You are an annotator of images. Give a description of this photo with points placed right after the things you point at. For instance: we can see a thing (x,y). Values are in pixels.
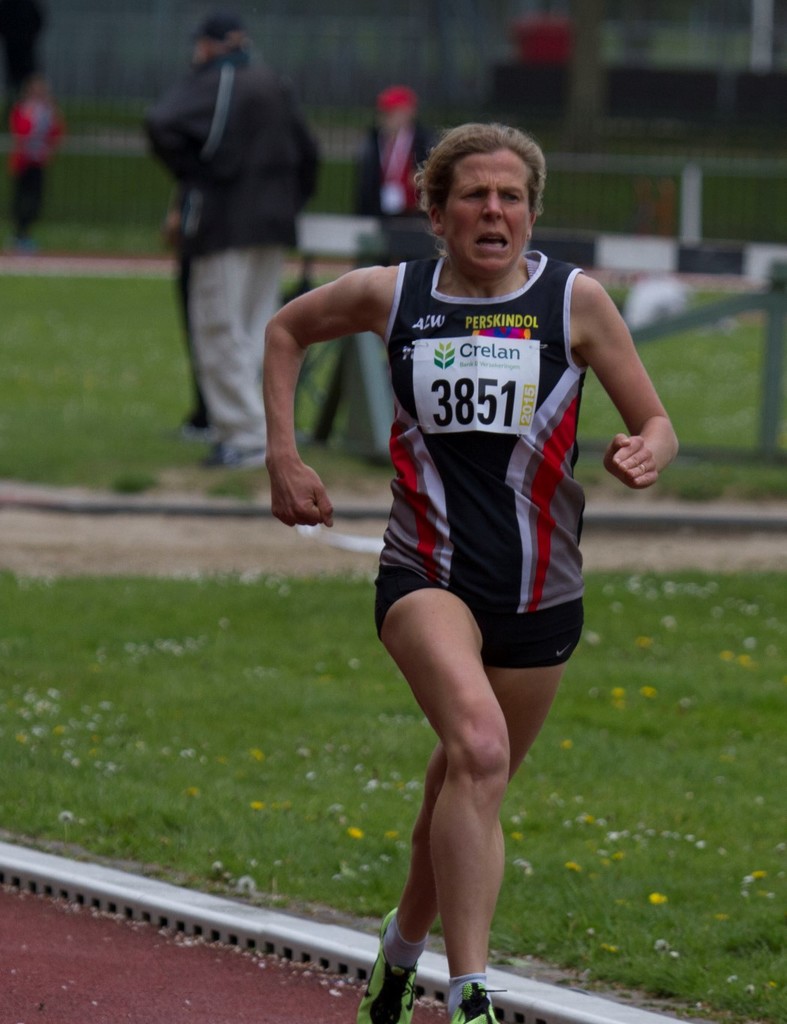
In this image I can see a person (391,1012) running. There is grass (178,365) and other people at the back (34,339).
